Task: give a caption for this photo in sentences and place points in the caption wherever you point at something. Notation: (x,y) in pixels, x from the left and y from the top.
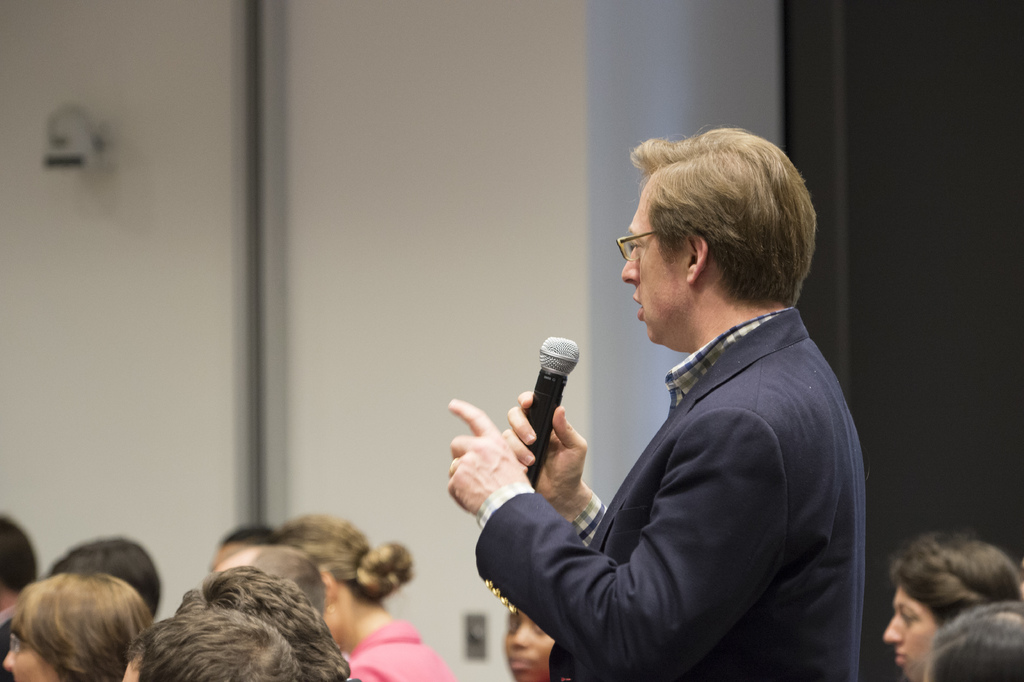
This image is taken indoors. In the background (673,129) there is a wall (673,129) with a door (959,383). In the middle of the image (671,299) a man (752,425) is standing and he is holding a mic (538,409) in his hand (558,438). At the bottom of the image (214,644) a few people (245,656) are sitting on the chairs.
